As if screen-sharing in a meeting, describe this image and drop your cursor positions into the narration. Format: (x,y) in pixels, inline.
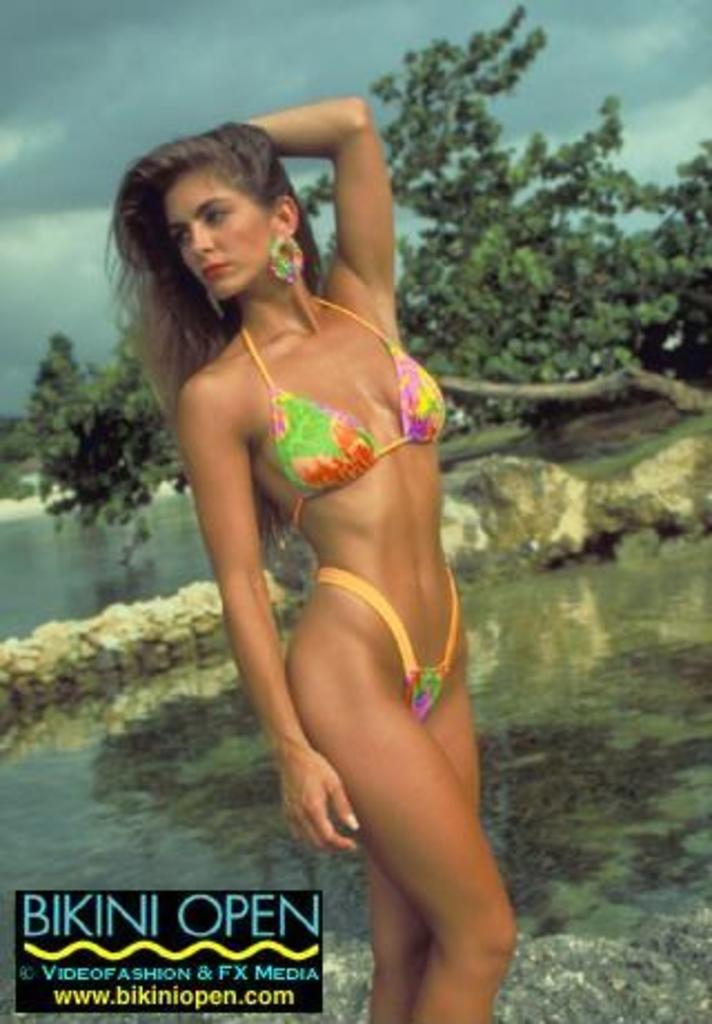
In this image in the front (329,604) there is a woman (345,605) standing and posing. In the background (419,347) there are trees (469,298) and there is water (162,534) and the sky (285,72) is cloudy and there is some text (204,974) written on the image which is on the bottom left (206,967).
